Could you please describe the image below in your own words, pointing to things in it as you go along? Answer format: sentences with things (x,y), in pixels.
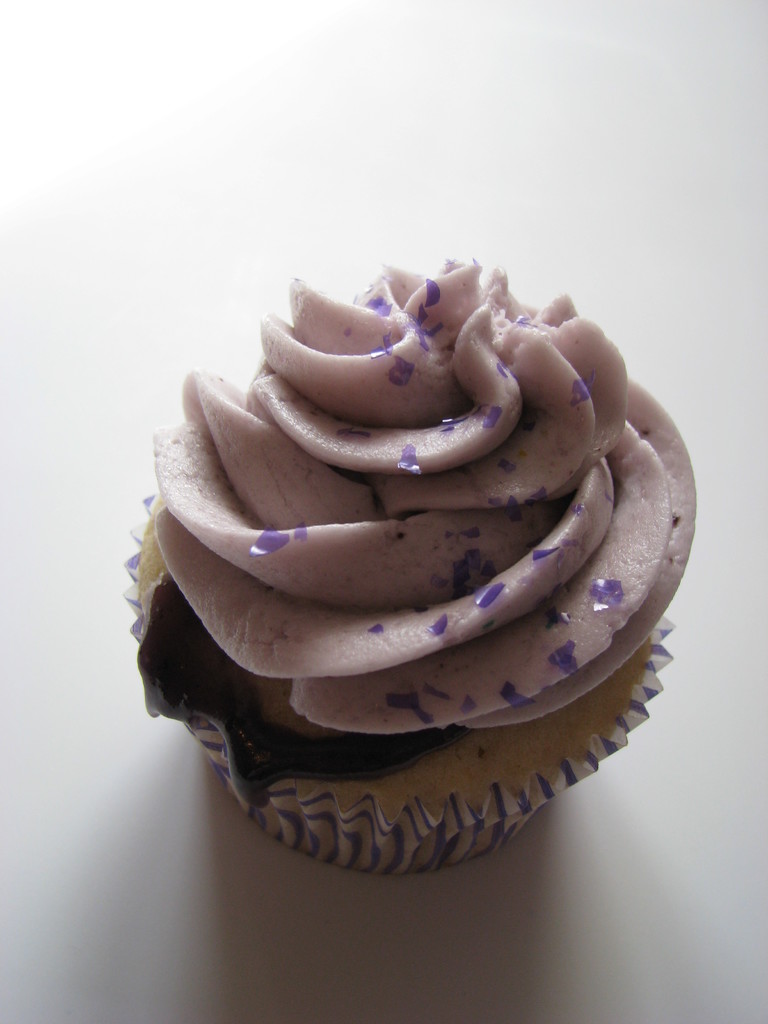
In the picture I can see a cupcake (456,394).
